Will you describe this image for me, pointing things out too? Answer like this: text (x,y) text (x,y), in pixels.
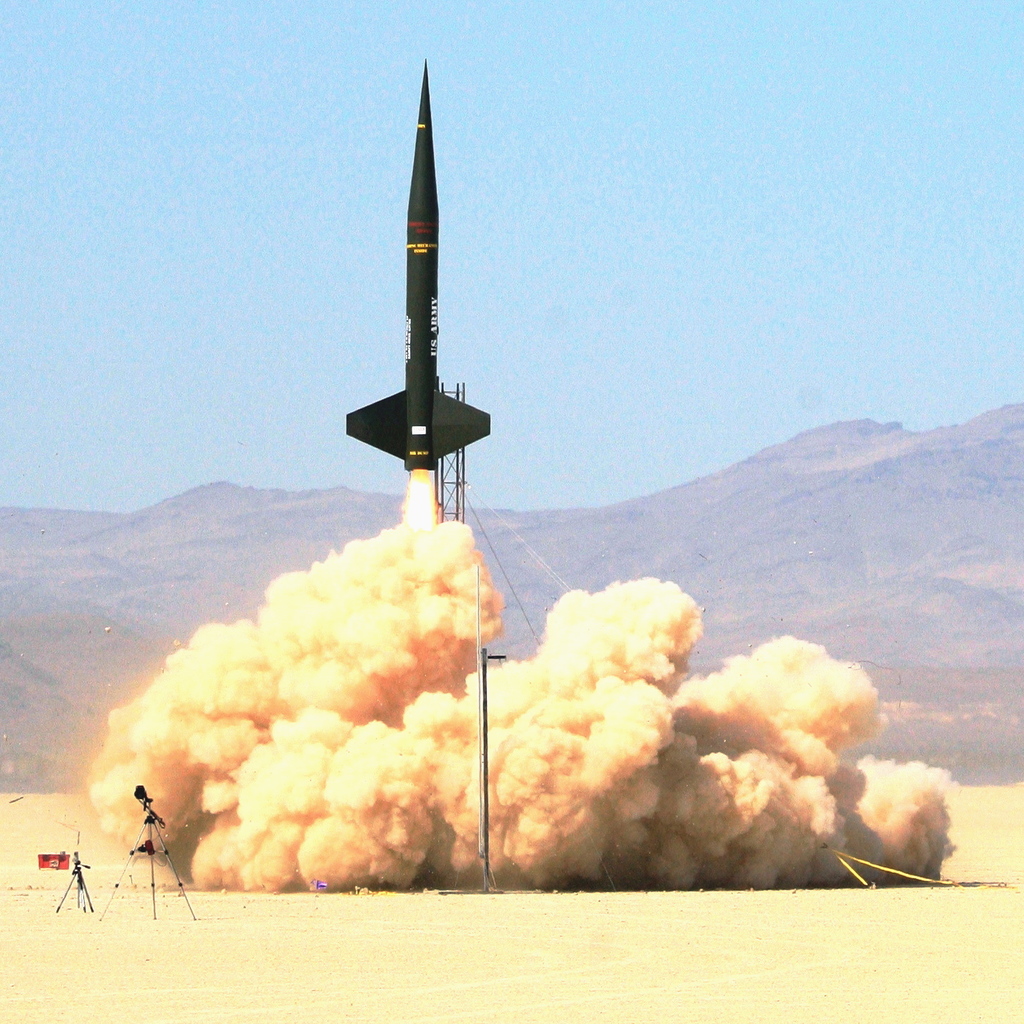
This is a rocket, this is sky (623,255), this is smoke (563,800), these are mountains (159,578) and this is ground (392,934).
